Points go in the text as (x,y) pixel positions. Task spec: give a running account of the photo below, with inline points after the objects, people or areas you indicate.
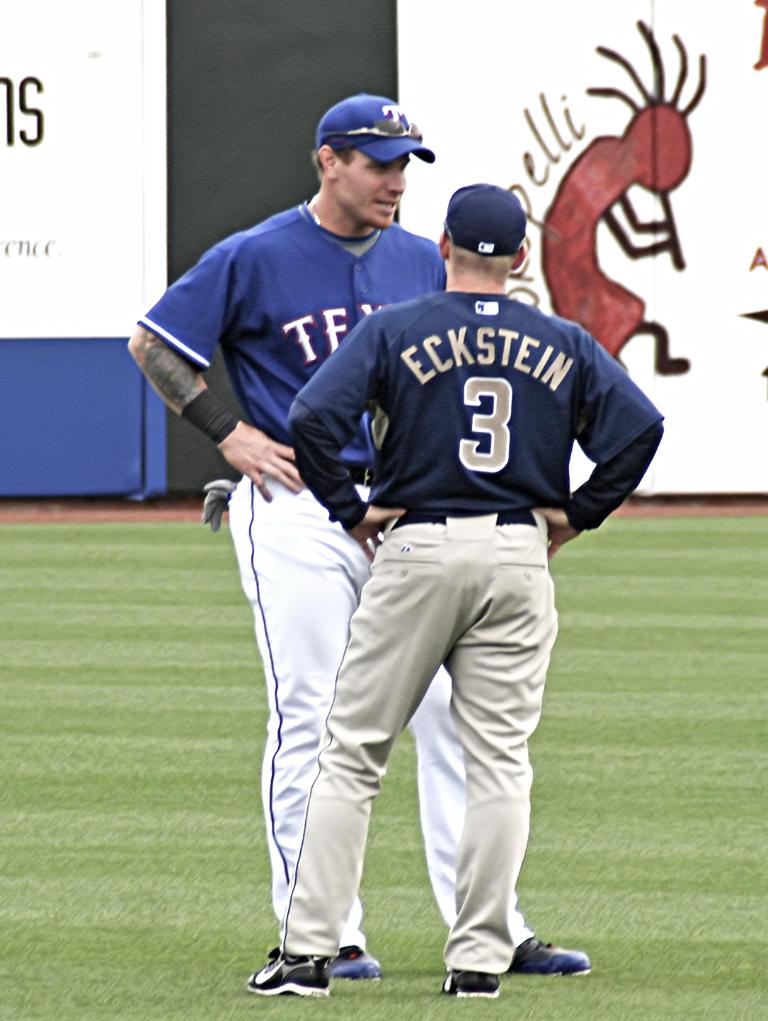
In this picture I can see two persons (395,735) standing on the ground (720,825), and in the background (376,88) there are boards (729,395).
